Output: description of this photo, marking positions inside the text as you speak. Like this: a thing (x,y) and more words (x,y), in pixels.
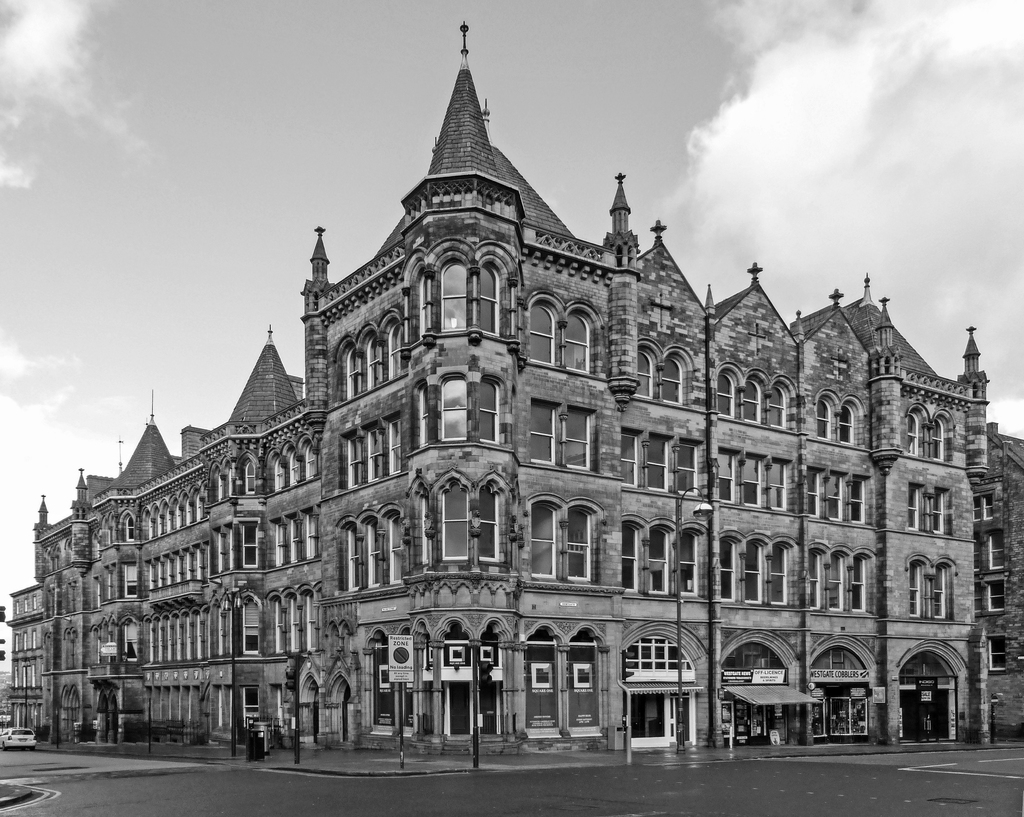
This is a black and white image. In the front of the image (218,499) there is a building (208,621), vehicle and road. There are poles (24,720), boards (459,657) and objects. Something is written on the boards (861,676). In the background of the image (365,181) there is a cloudy sky (251,165).
